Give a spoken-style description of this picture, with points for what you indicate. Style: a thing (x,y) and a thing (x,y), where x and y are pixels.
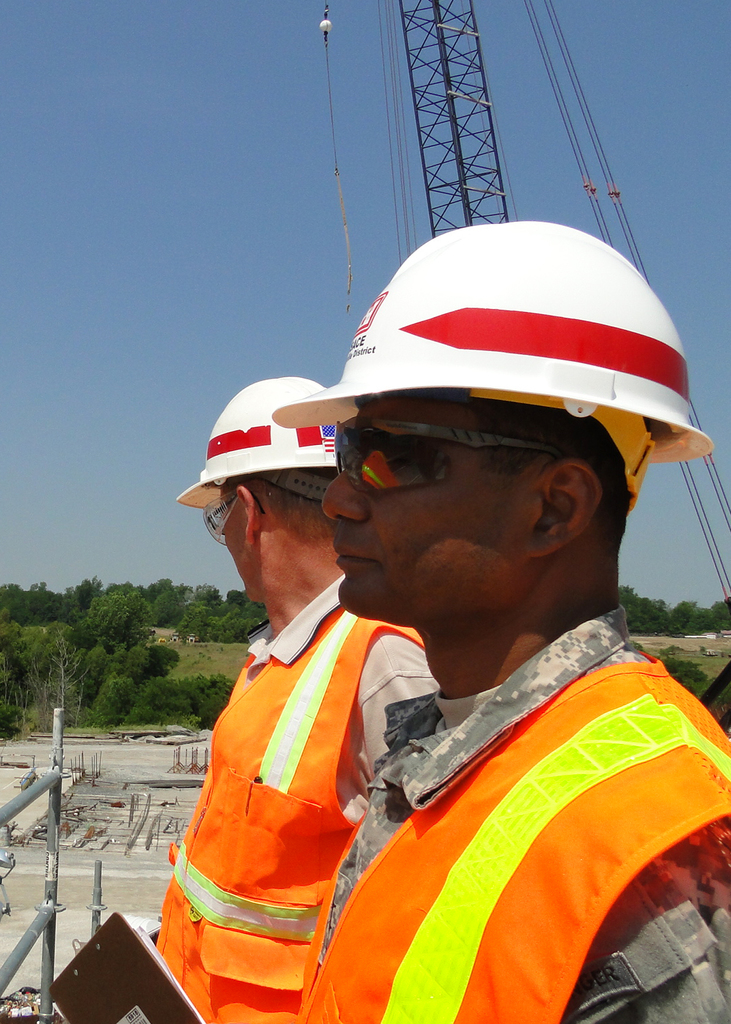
In this picture we can observe two men (322,745) wearing orange color coats (243,811) and white color helmets (348,362). They are wearing spectacles (444,471). We can observe a mobile crane (424,87) here. In the background (120,816) there is a construction site (178,766) and some trees (78,623). We can observe a sky (129,236) here.
